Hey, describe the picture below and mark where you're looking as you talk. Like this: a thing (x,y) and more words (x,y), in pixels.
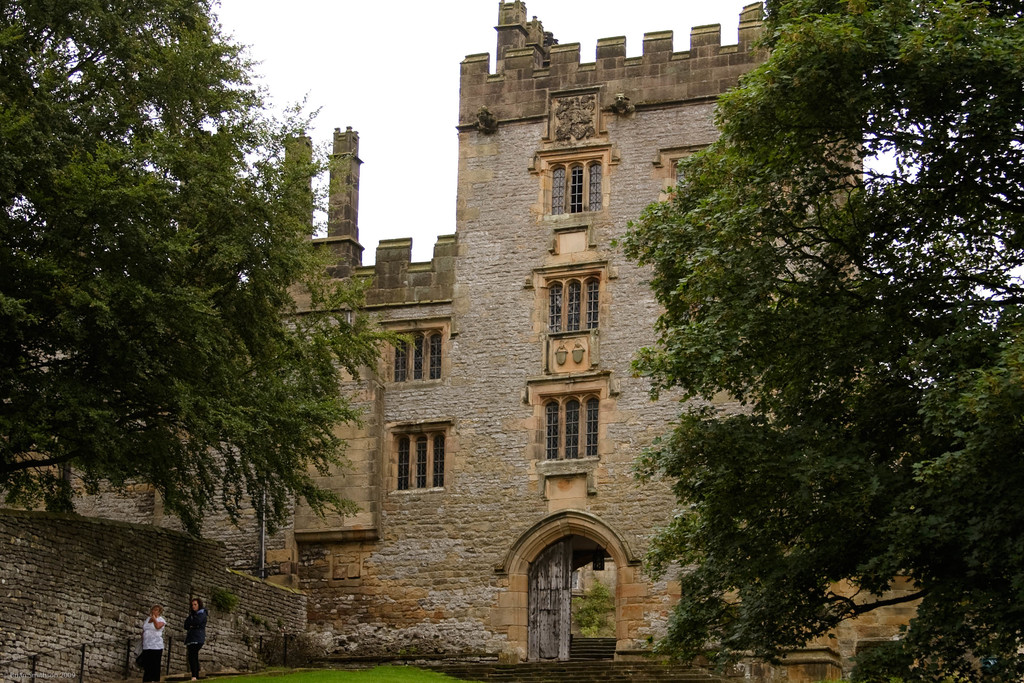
This image consists of a building (518,327) along with windows (581,294) and a door (537,597). To the right (901,493) and left, there are trees (877,485). At the bottom (399,679), there is green grass (348,676). To the left (192,641), there are two persons (150,657) walking.
